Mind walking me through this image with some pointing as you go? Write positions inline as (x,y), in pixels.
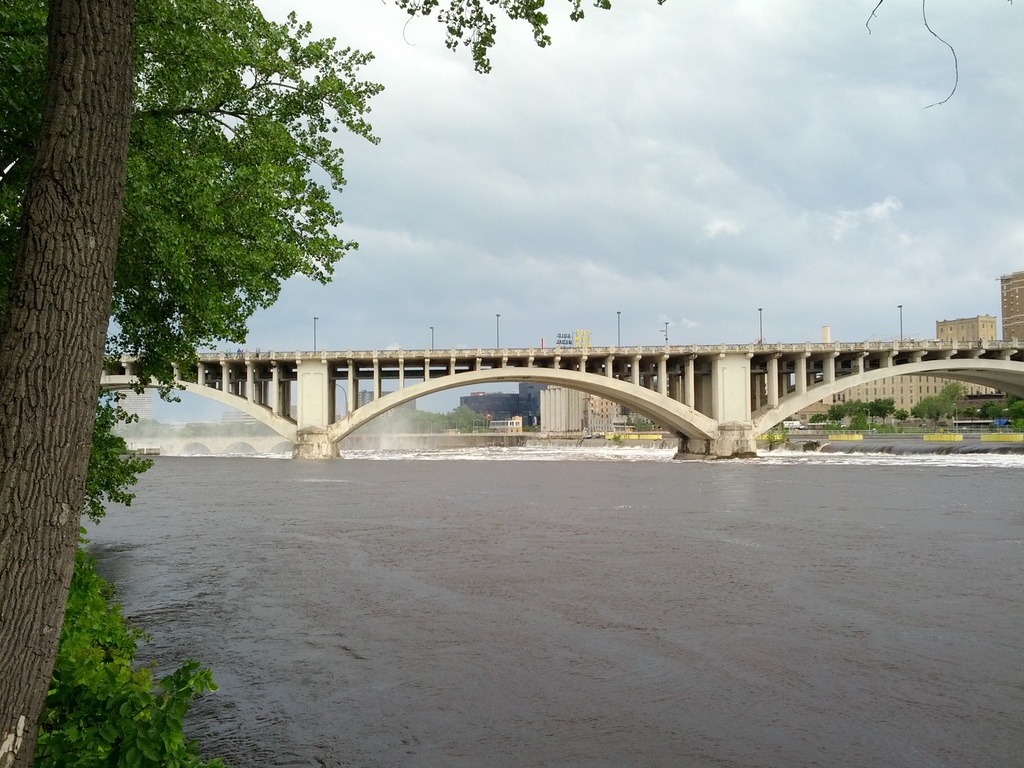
In the background (975,335) we can see buildings (967,399), trees (843,414). We can see a bridge (932,372). At the bottom portion of the picture (460,566) we can see water (359,504). On the left side of the picture (291,227) we can see trees (88,281).
